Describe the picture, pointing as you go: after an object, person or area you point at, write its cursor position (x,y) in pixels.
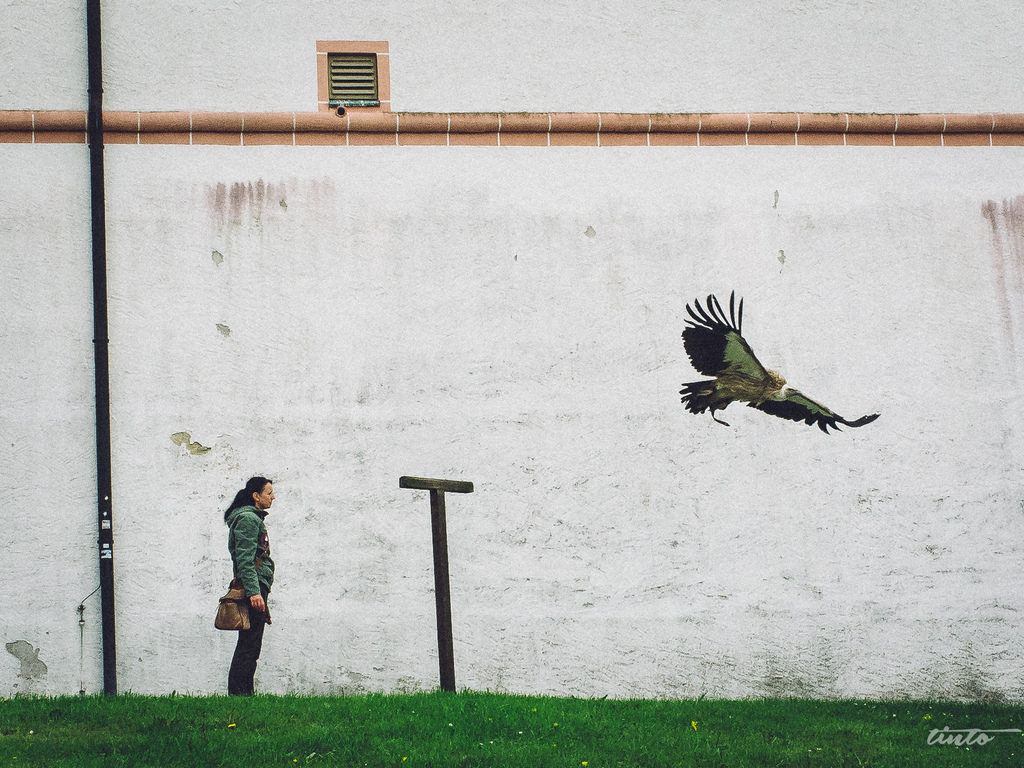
In this image we can see a person (245,571) is standing on the left side (225,611) and carrying a bag (237,615) on the shoulder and on the right side (767,399) there is a bird (755,403) flying in the air (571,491) and in between them there is an object (440,567). At the bottom (467,715) we can see grass (501,701) on the ground (472,700). In the background (244,217) we can see pipe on the wall (391,452) and window (341,74).
